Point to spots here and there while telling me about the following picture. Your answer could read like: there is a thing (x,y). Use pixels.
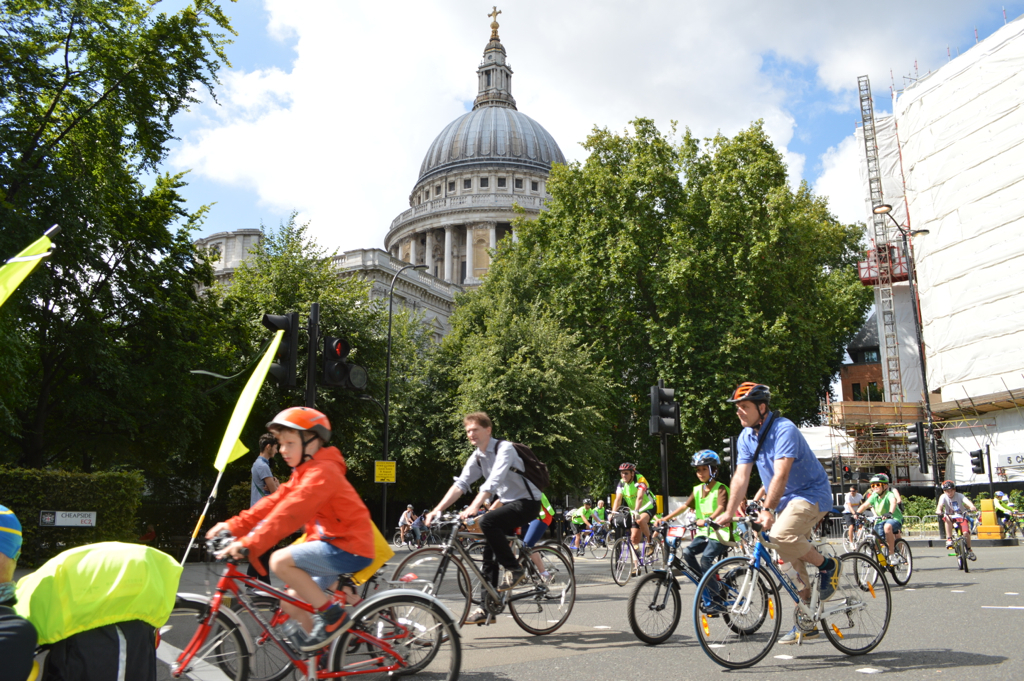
In this image there are group of people (276,564) riding bicycles (341,595), and there are flags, plants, trees (433,347), traffic signal lights (326,352), pole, light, building (442,284), sky (804,42) covered with clouds (549,78).
